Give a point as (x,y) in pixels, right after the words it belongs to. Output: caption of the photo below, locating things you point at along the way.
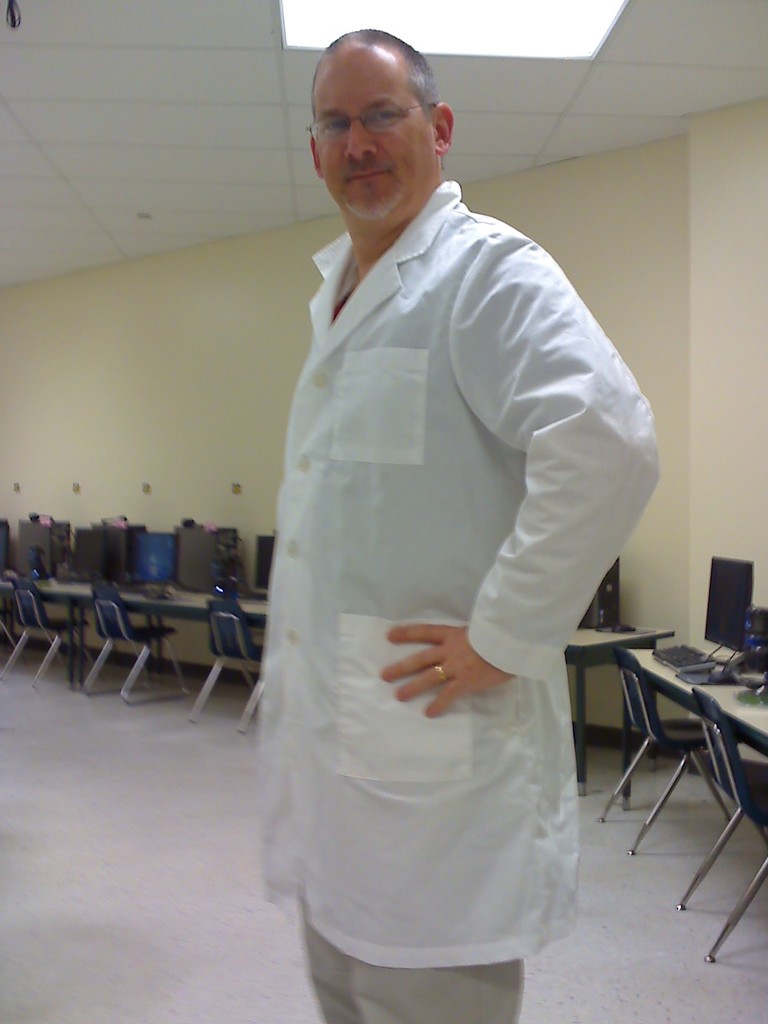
On the background (200,407) we can see wall (723,348) in cream colour. This is a ceiling (125,155). Here we can see chairs (220,649) in front of a table (74,583) and on the table (745,721) we can see computers (723,632) and keyboards (664,656). Here we can see a man (574,909) standing in front of a picture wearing a white colour apron (429,440). He wore spectacles (338,132).
